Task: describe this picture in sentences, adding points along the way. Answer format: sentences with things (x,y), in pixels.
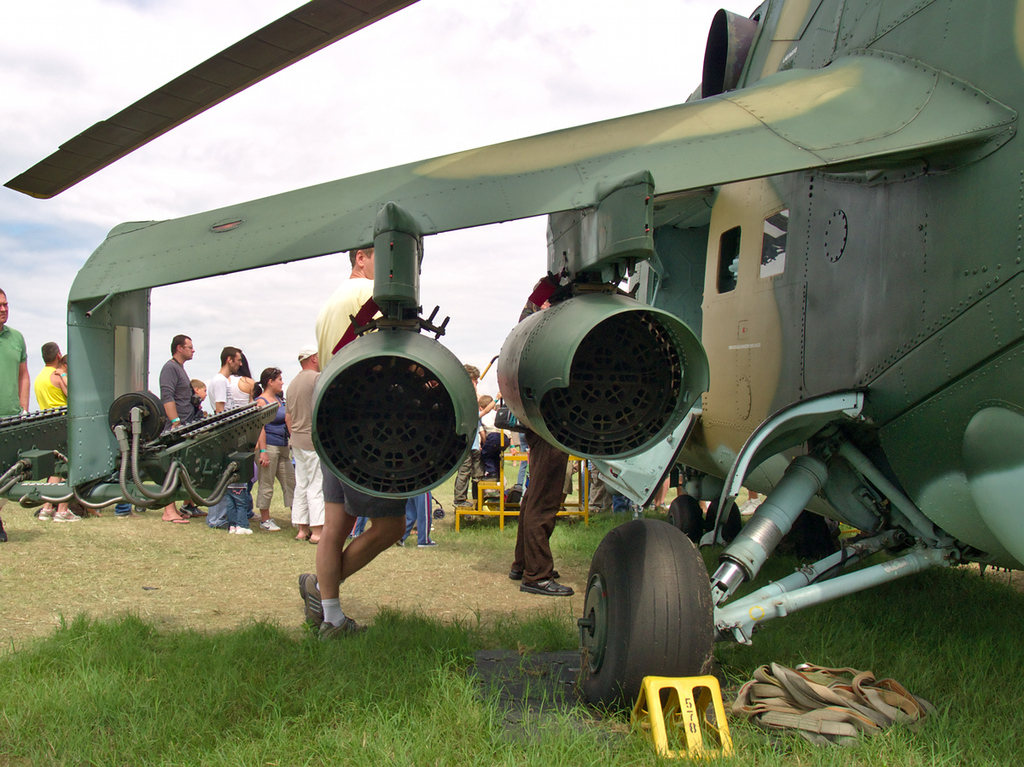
This picture is clicked outside. On the right corner (829,84) we can see a vehicle (622,555) parked on the ground (523,652) and we can see the parts (672,412) of the vehicle (976,500) and we can see there are some objects (789,683) placed on the ground (329,679) and we can see the green grass (106,673), group of persons (308,512) and many other objects (459,517). In the background (347,61) we can see the sky (257,116).
